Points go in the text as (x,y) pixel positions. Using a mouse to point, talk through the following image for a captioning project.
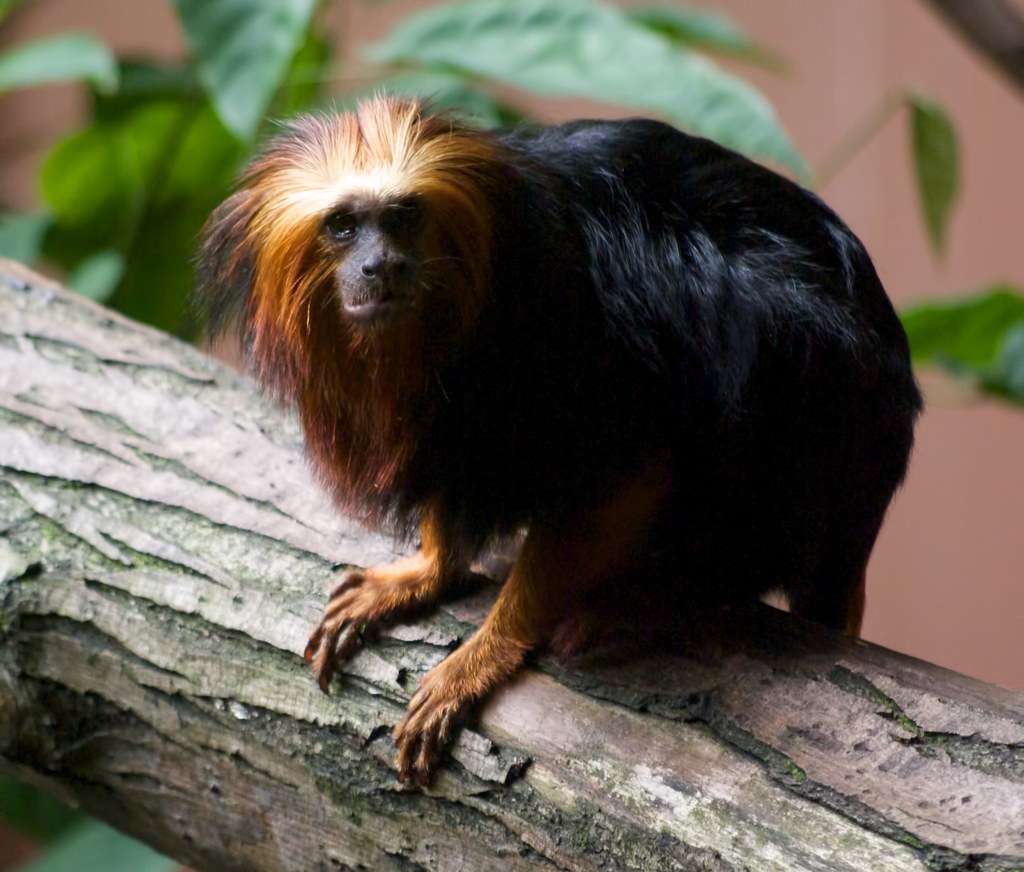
In this image, we can see a golden lion tamarin (560,374) on the tree trunk (525,703). Background (993,499) there is a blur view. Here we can see green leaves (979,345).
